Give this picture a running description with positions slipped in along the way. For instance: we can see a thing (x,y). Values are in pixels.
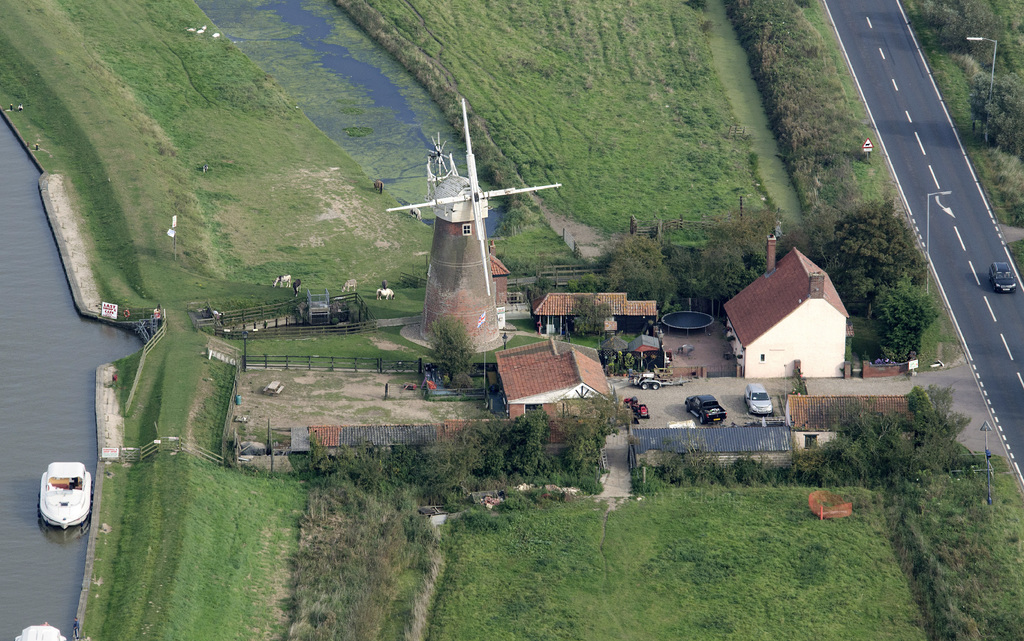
This is the aerial view of an image. At the bottom (554,516), we see the grass (592,549) and the trees (754,469), Beside that, we see the buildings (580,374) and cars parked on the road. In the middle of the picture (481,330), we see the windmill (451,294) and the fence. On the left side (48,558), we see the water (48,380) and the boat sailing on the water (35,411). In the background (279,77), we see the grass (286,121) and the water (330,126) in the pond (337,123). On the right side (1007,276), we see the car (995,286) is moving on the road (976,198). Beside that, we see the streetlights (950,194) and the trees (897,264).
